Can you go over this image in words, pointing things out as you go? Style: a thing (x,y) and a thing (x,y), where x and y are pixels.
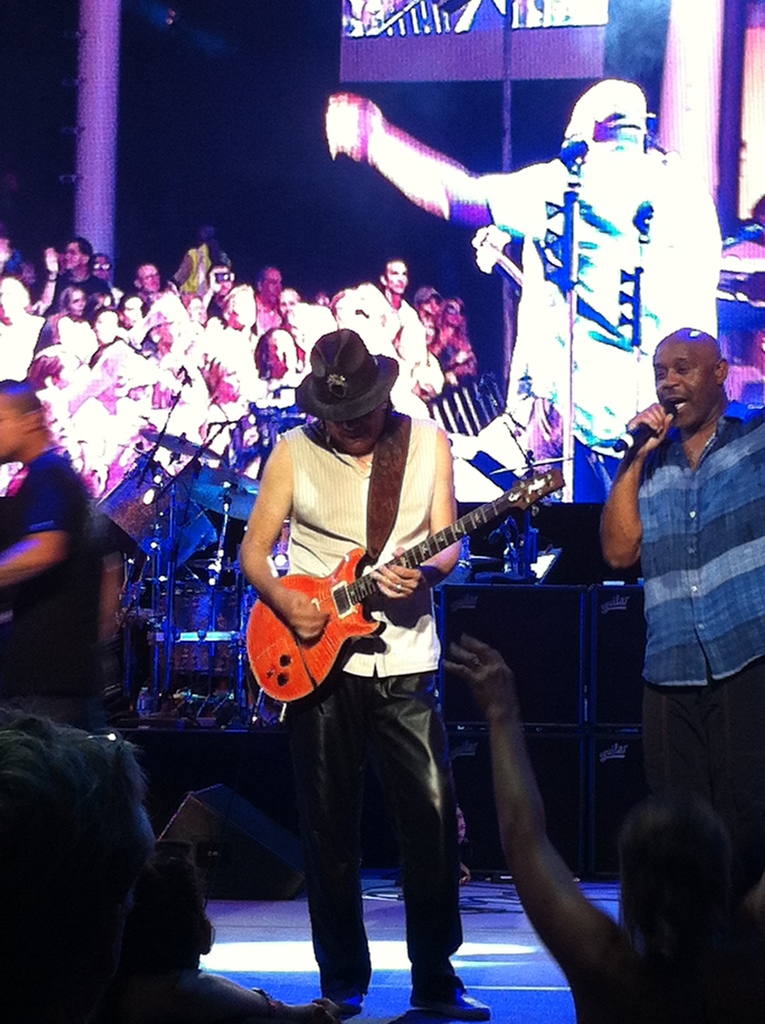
In the middle (349,600) there is a man (411,909) he is playing guitar (342,605) he is wearing cap (340,400). On the right (668,579) there is a man (693,617) he is singing. In the back ground (526,459) there is a screen (508,226), crowd (228,333) and many musical instruments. This is a stage performance.
